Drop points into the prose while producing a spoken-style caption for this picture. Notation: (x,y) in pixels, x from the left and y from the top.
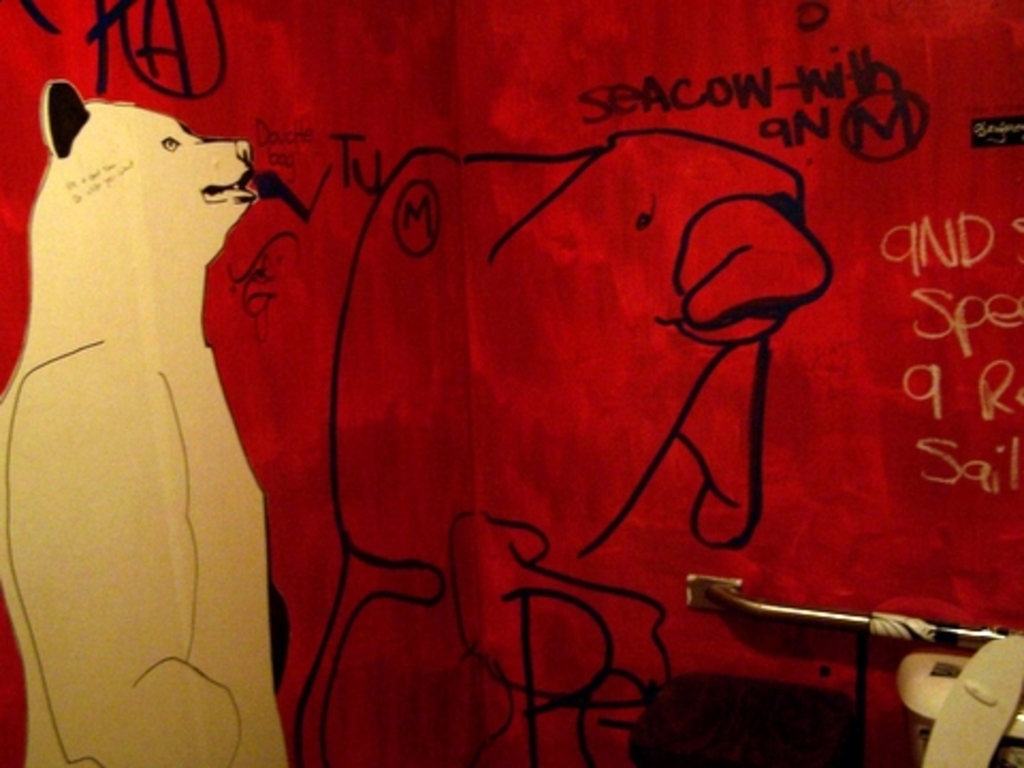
In this image, we can see painting (422,483) and text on the wall (682,479). On the right side (1012,746) bottom, we can see rod (970,628) and few objects (944,683).
